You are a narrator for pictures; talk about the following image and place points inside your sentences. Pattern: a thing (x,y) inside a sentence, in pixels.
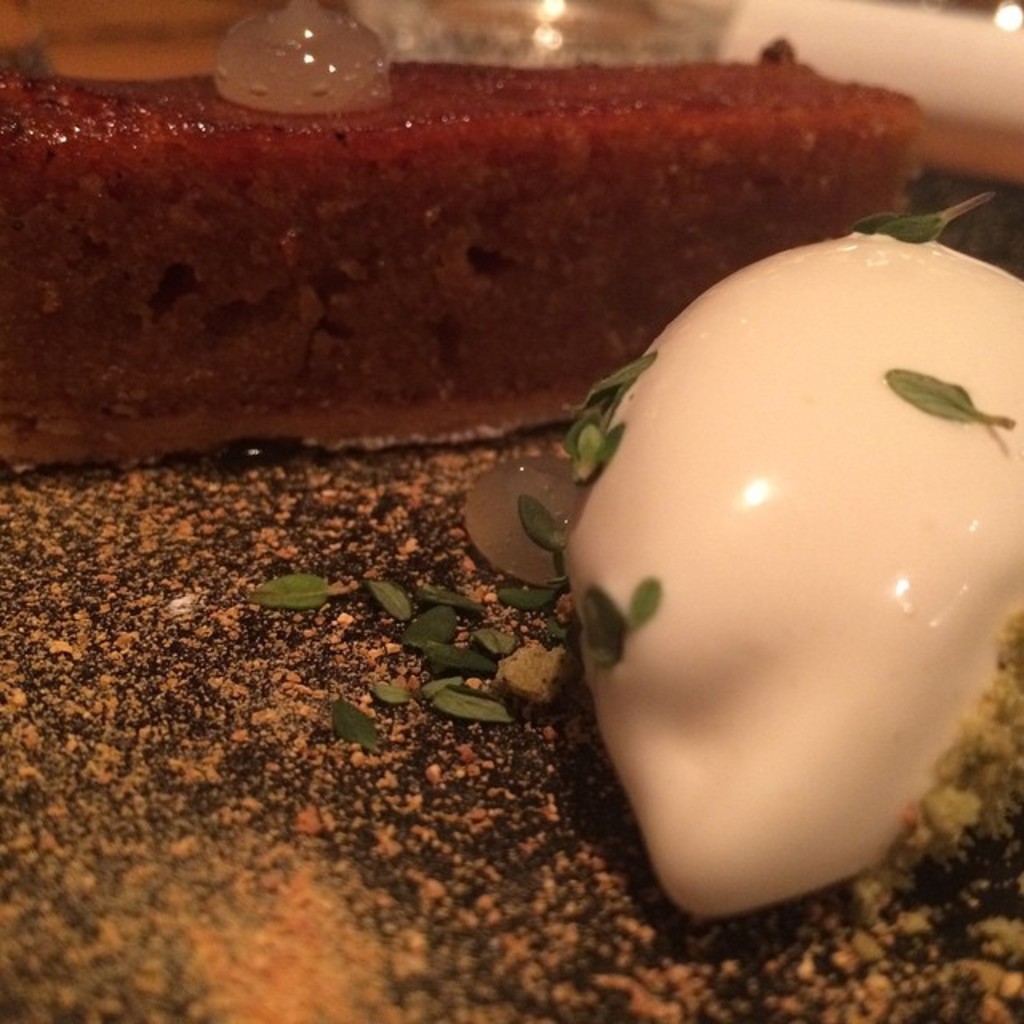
In this image we can see food items (524,377).
